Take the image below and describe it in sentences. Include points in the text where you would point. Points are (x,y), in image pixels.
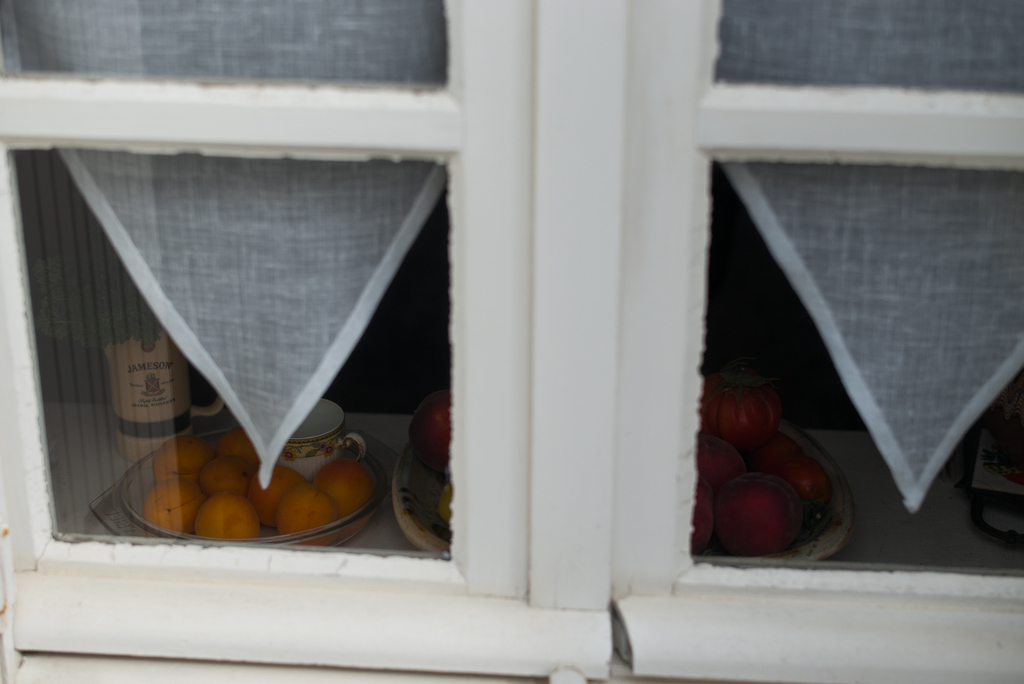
In this image we can see a window (485,339), through the window (399,325) we can see some plates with fruits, cups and an object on the white color surface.
